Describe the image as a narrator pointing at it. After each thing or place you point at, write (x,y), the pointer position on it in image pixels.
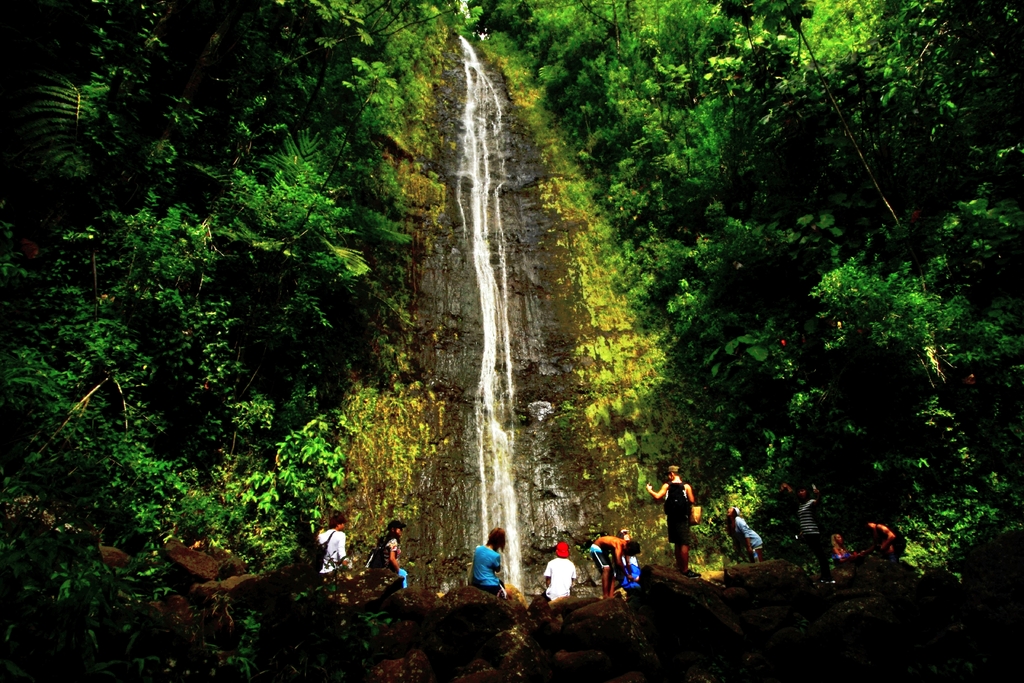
In this picture there is a waterfall (484,390). On both the side there are huge trees (170,456). On the bottom side of the image (671,538) there are some group of boys (491,557) sitting and watching the waterfall (488,413).
